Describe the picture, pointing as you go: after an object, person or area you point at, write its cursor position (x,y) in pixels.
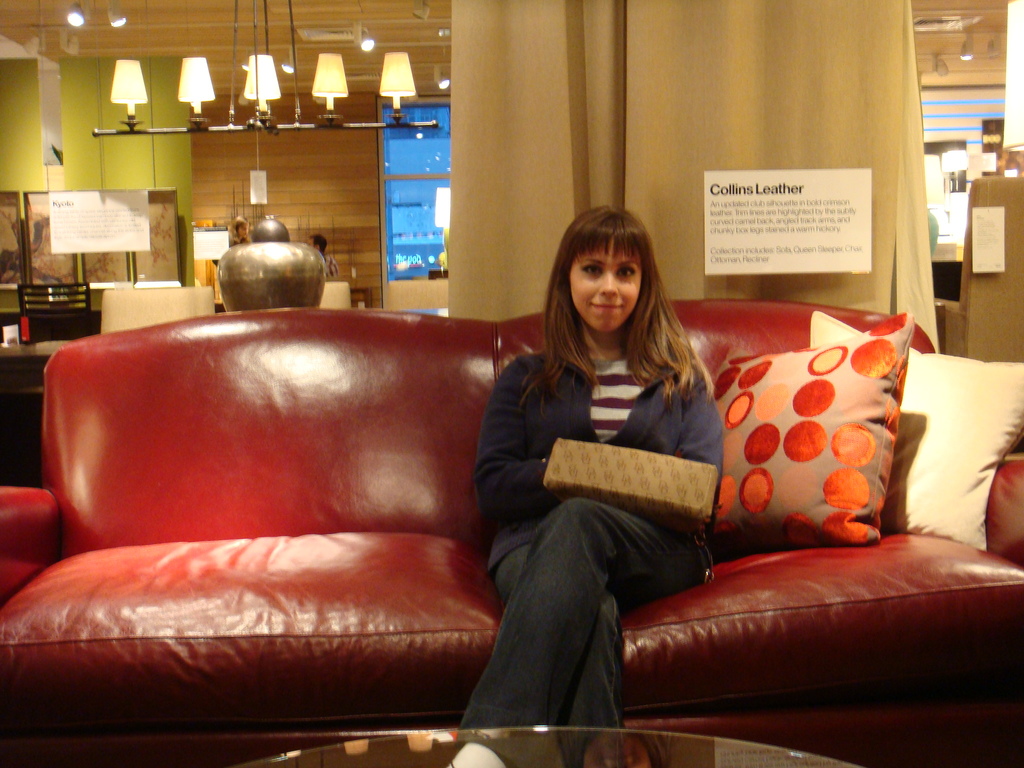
This woman (579,314) is sitting on a red couch (266,637) with pillows (778,443). This is curtain (620,117). Far there are lights (266,76). On a wall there is a poster (78,219). This is chair (48,290). This woman (695,407) is holding a handbag (618,477).
